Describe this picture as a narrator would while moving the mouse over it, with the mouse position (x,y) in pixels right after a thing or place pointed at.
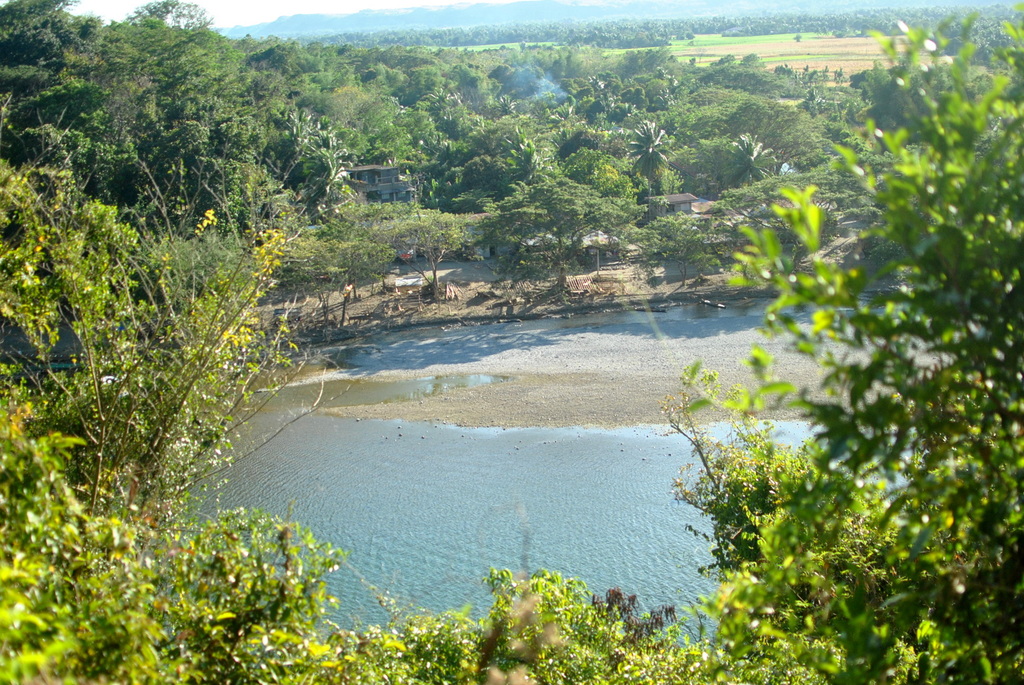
At the bottom of the picture (575,634), we see trees (548,659). On either side of the picture, there are trees (831,378). In the middle of the picture (550,354), we see the water (553,493) and the sand (552,408). There are trees (515,109) and hills (655,15) in the background (480,85).
